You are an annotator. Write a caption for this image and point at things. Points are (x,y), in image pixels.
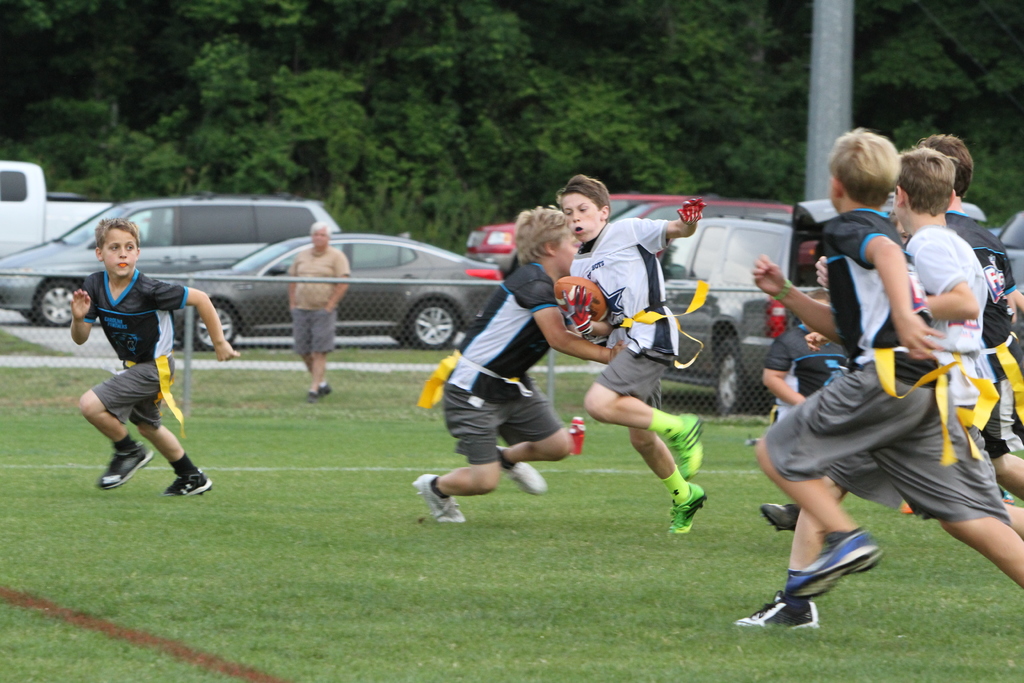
In this picture we can see a few people (564,253) playing on the ground (577,482). There is a person (569,320) holding a ball (555,296) in his hand (587,321). We can see some fencing (410,348) from left to right. We can see a grass (6,392) is visible on the ground (593,486).
